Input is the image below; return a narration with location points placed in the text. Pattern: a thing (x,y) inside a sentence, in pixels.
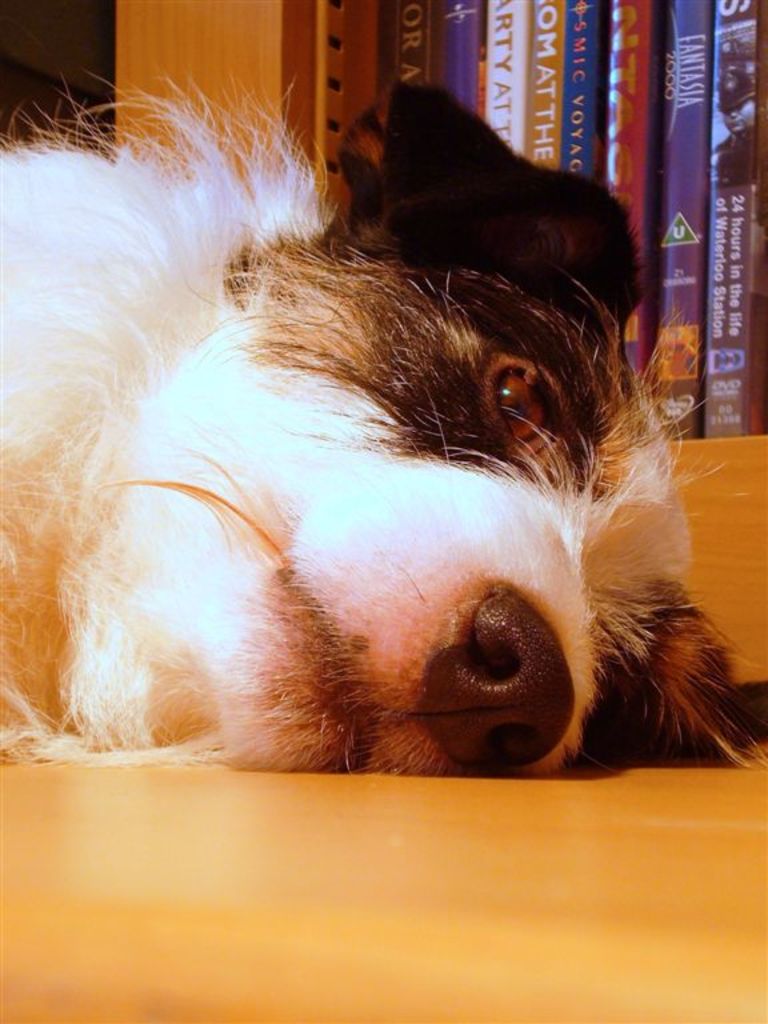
In the image there is a dog (412,382) laying on floor (359,899) and behind there is a rack (143,127) with many DVDs (681,171) in it.
